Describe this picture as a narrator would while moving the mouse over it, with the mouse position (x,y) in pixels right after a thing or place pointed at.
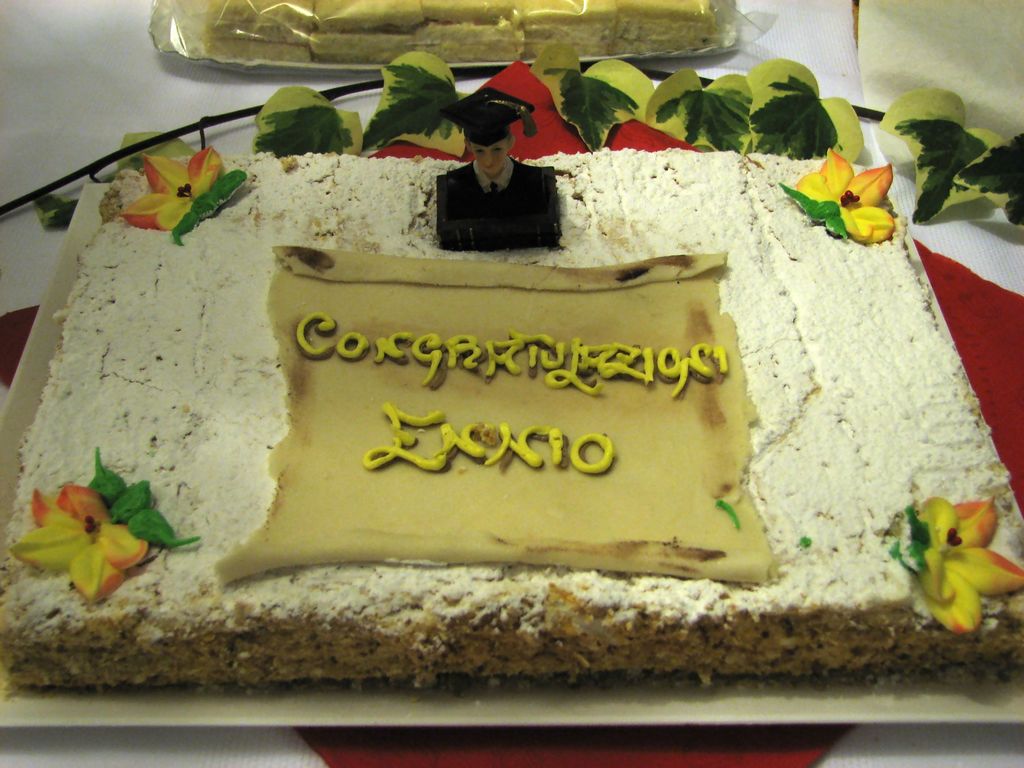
In this image we can see cake (703,378) in a plate (190,686), leaves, and food items (280,56) on the cloth (126,118).
